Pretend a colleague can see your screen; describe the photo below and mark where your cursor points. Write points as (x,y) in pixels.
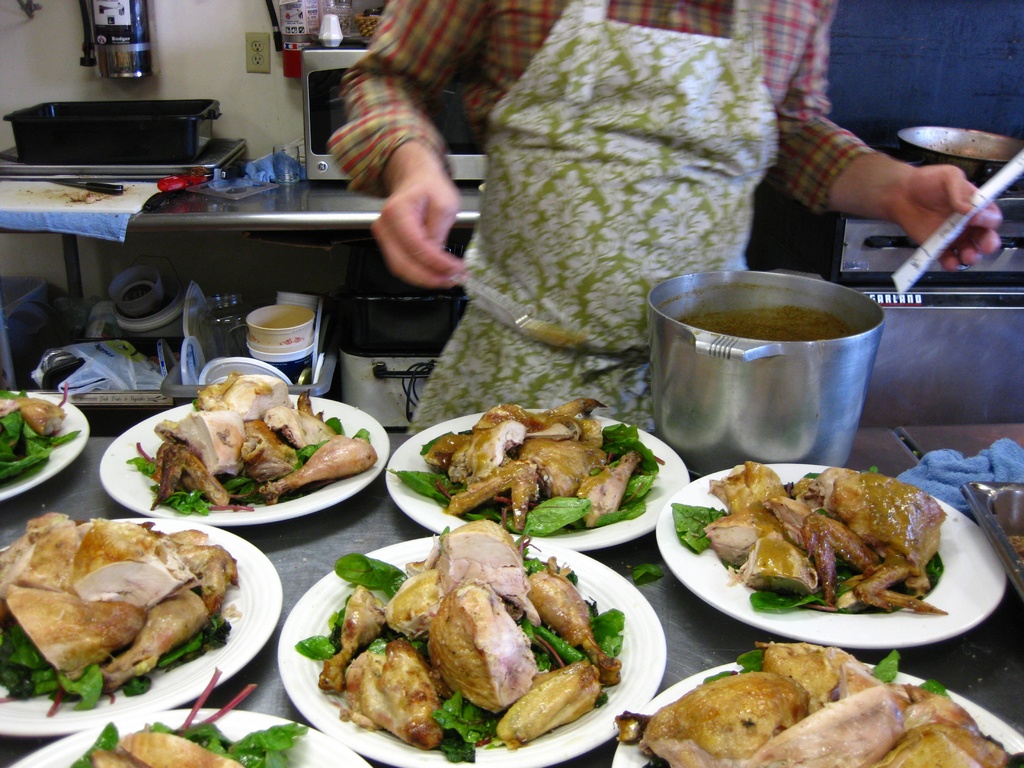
In this image I can see a person (550,84) wearing shirt (470,43) is standing in front of a table (284,606) and on the table (292,588) I can see number of white colored plates (276,592) with chicken pieces (253,447) and herbs (228,506) in them. I can see a container (741,412), a cloth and a tray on the table (992,436). I can see the person (549,307) is holding a spoon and a white colored object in his hands (920,232). In the background (908,254) I can see a gas stove (884,259), a bowl (1016,133) on the gas stove (872,249), a microwave oven (331,156), a black colored box (165,116) and few other objects (138,190).
